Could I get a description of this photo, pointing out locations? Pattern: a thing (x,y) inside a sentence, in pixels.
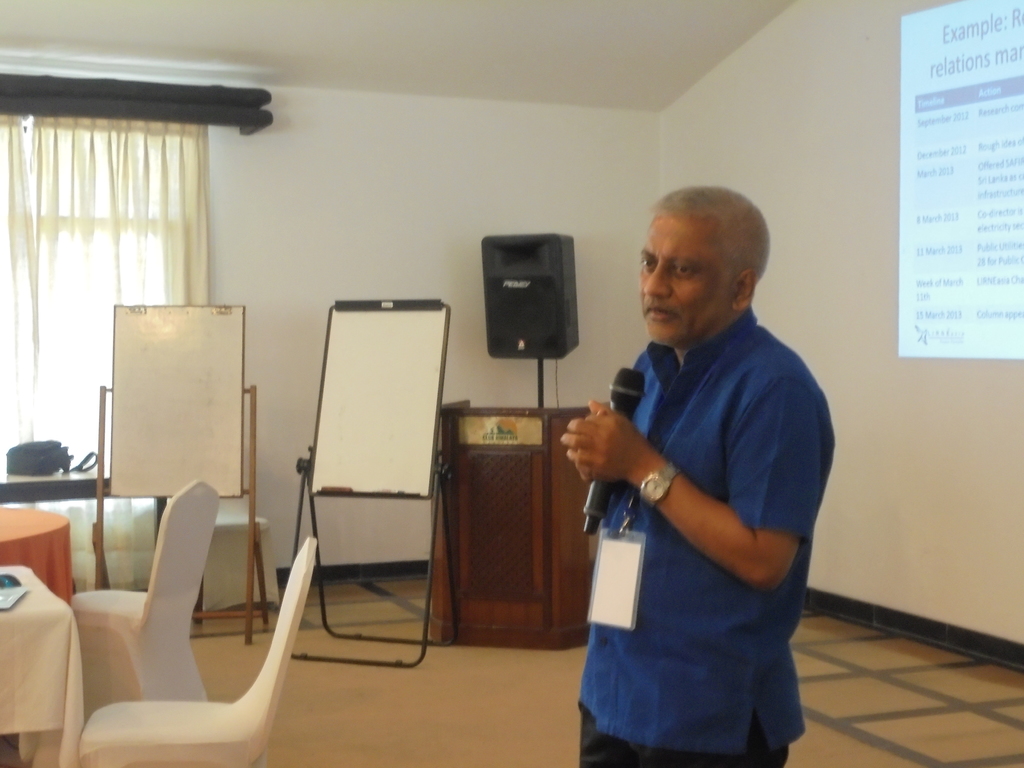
In the picture a man (622,724) is standing by wearing an ID card (610,613) and holding a microphone (602,500) in his hands (615,451). He wears a blue color shirt (822,466) and in the right (958,278) there is a projected image (969,269) in the left (132,734) there are chairs (209,491), a curtain (98,283), wall (338,188).
